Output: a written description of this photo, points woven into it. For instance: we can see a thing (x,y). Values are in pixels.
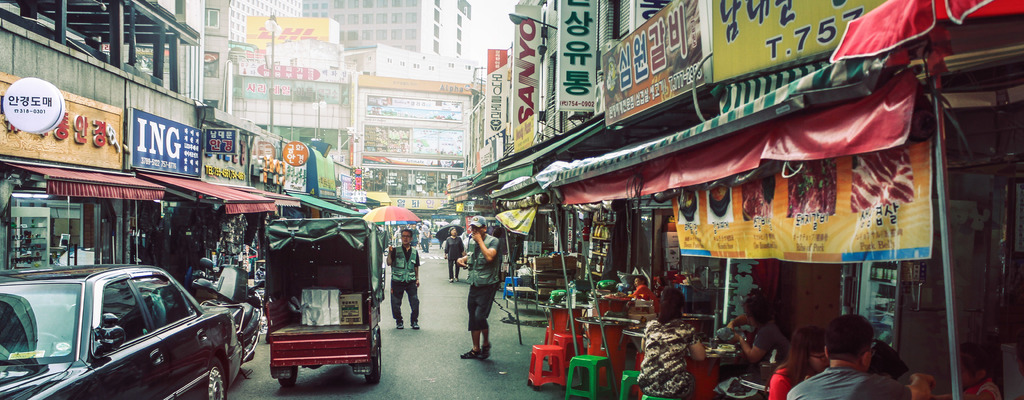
This picture we can see the view of the market (636,279) in the front (732,247). On both the side there are some shops (567,122) and naming board (749,31). In the background (402,96) we can see some buildings (412,72).
